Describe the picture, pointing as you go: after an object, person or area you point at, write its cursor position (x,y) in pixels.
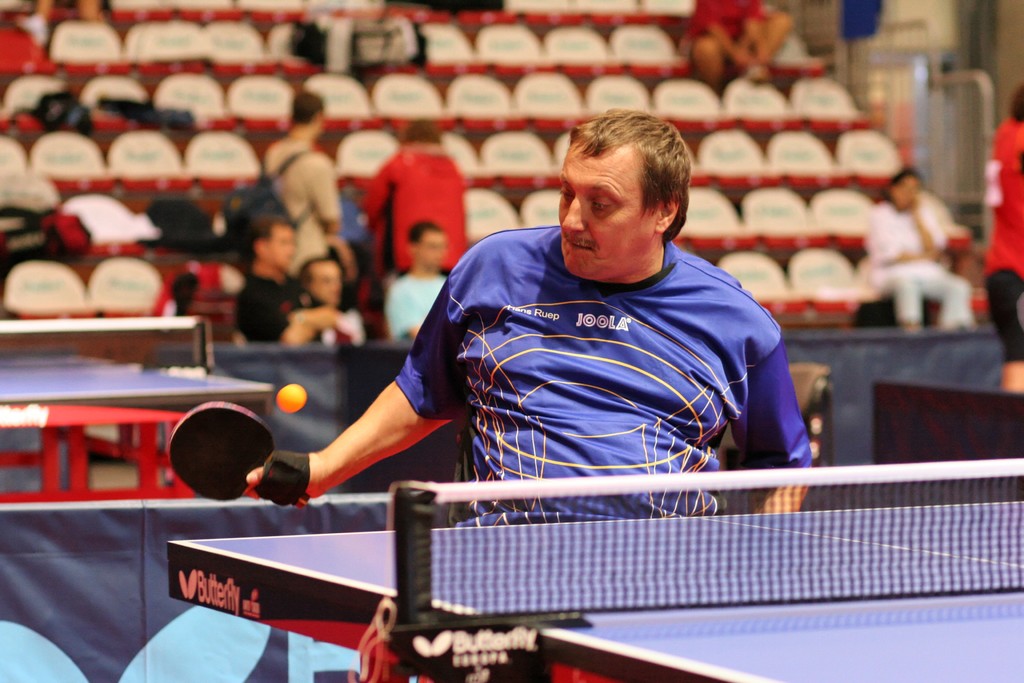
In this image i can see a man (614,432) is playing with a bat (228,449) in his hand (254,471). I can also see there are few people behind this man (568,308).
